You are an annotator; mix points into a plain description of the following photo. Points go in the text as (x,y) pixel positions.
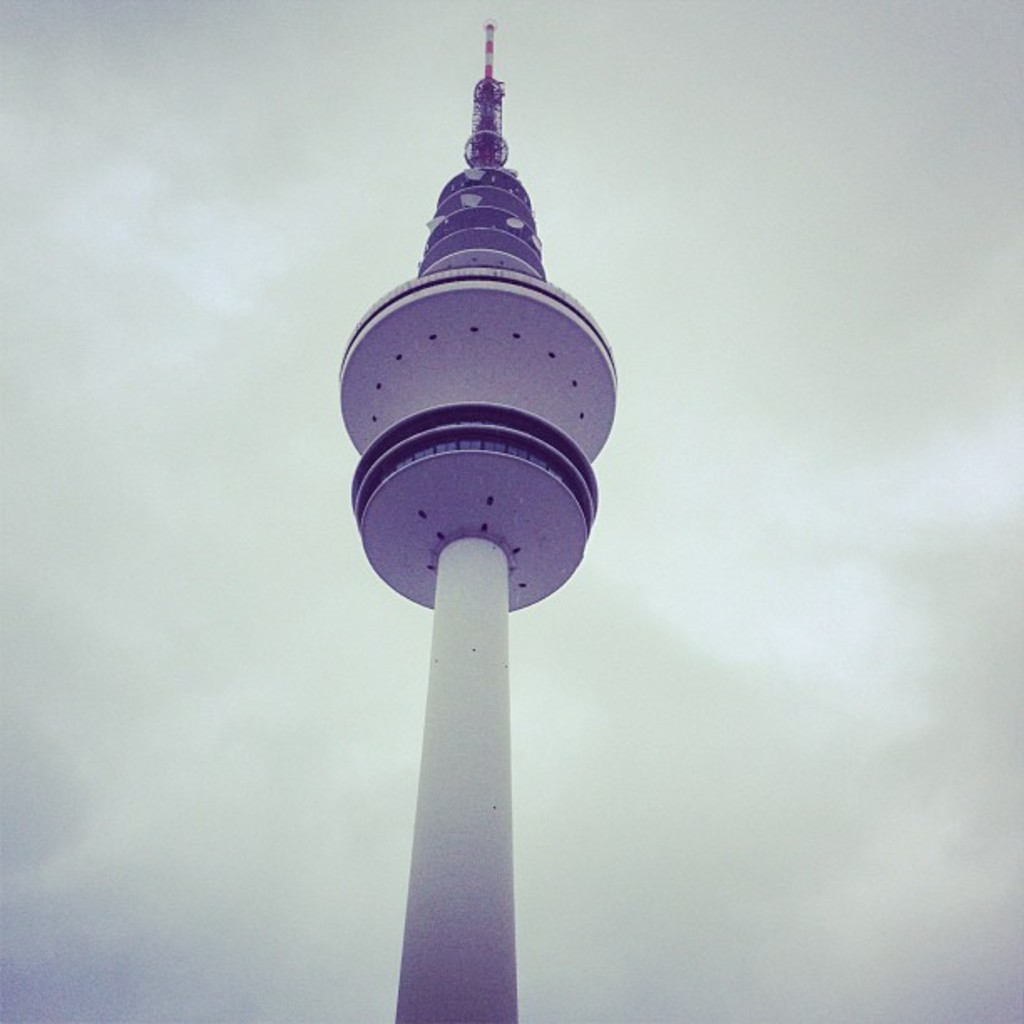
In this image, I can see a tower (432,649). In the background (173,319), there is the sky (248,589).
